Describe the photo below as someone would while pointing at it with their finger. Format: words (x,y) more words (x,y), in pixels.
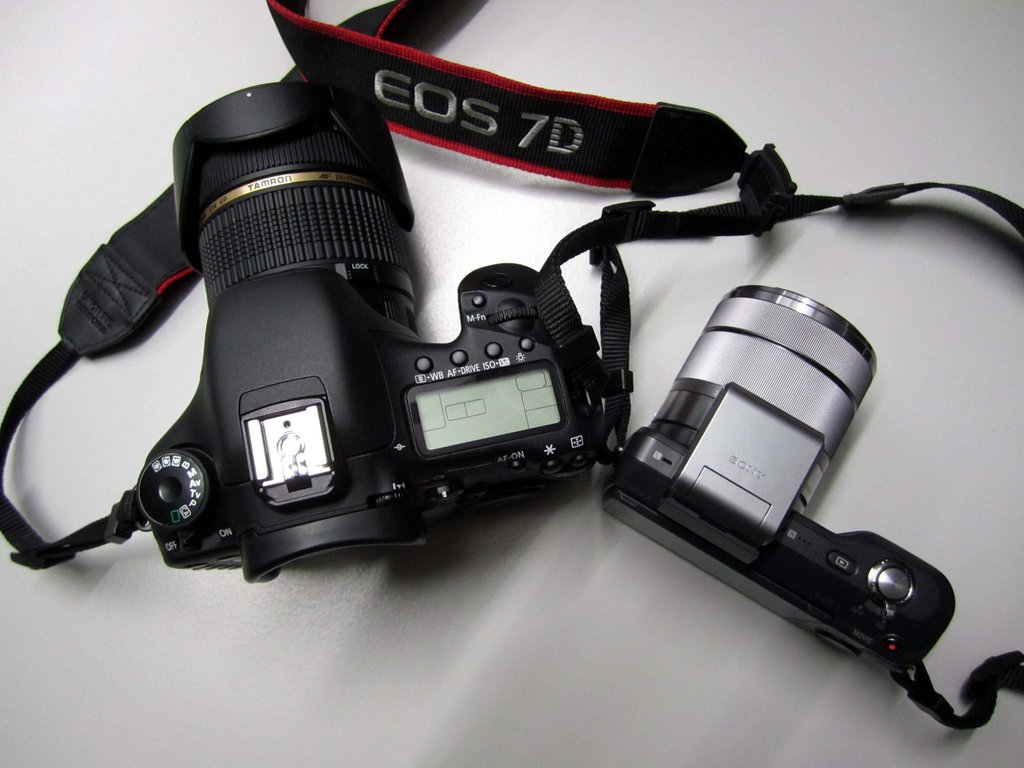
In this image I can see two cameras (211,521). The background (1011,428) is white in color.
